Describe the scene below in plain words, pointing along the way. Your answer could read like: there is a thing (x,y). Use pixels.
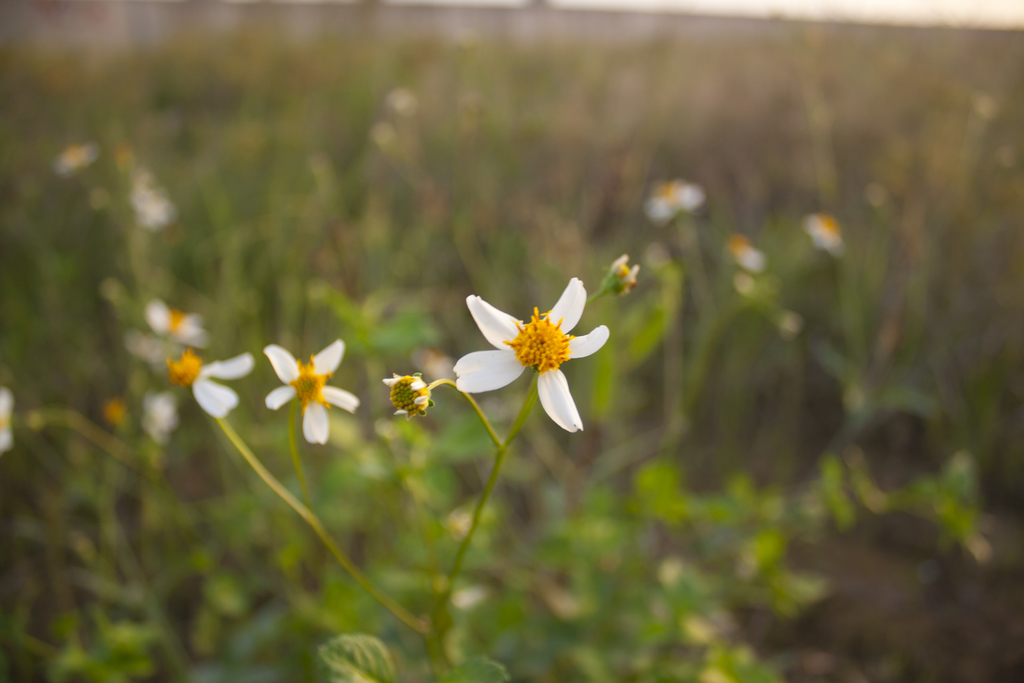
In this image we can see some flowers (225,405) which are in white and yellow color and in the background of the image (364,443) there are some plants (446,356) and leaves (351,335).
